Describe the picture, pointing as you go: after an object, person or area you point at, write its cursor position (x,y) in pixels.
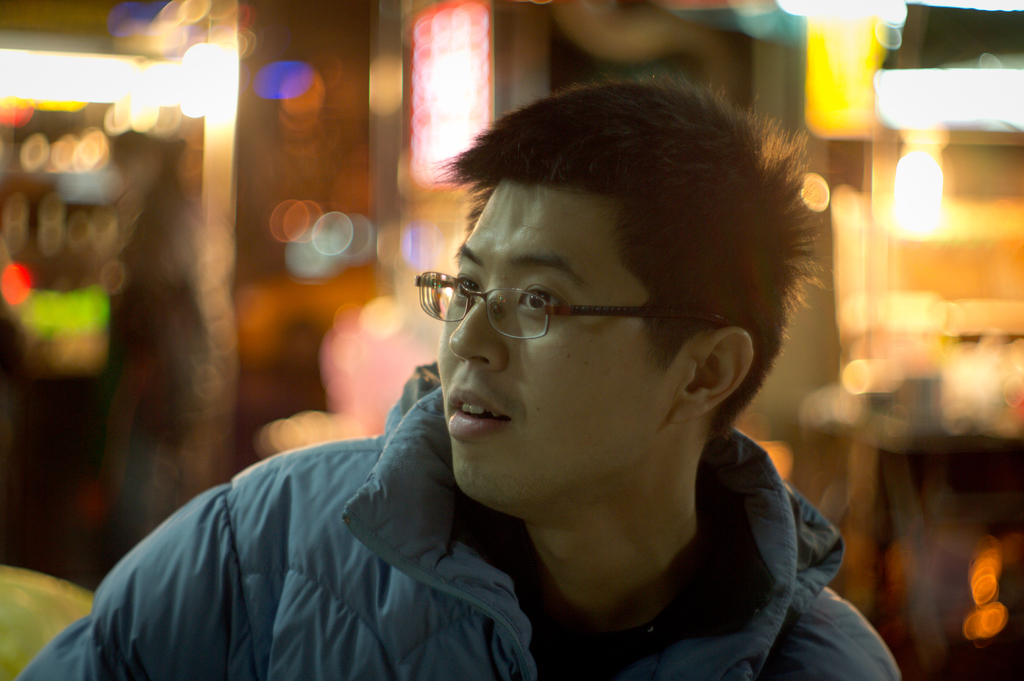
Front this person (523,301) wore a jacket (438,430) and spectacles (528,329). Background (781,16) it is blur.
